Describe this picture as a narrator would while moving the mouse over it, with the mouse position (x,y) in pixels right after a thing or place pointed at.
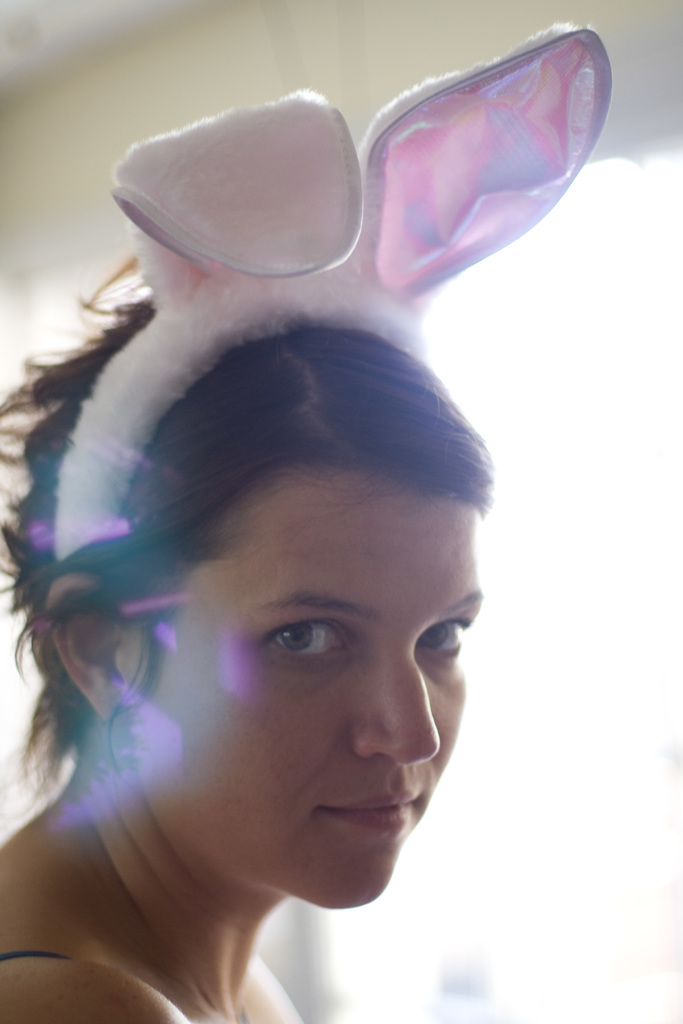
In this picture I can see a woman (100,861) with a rabbit headband (447,131), and there is blur background (27,76).
